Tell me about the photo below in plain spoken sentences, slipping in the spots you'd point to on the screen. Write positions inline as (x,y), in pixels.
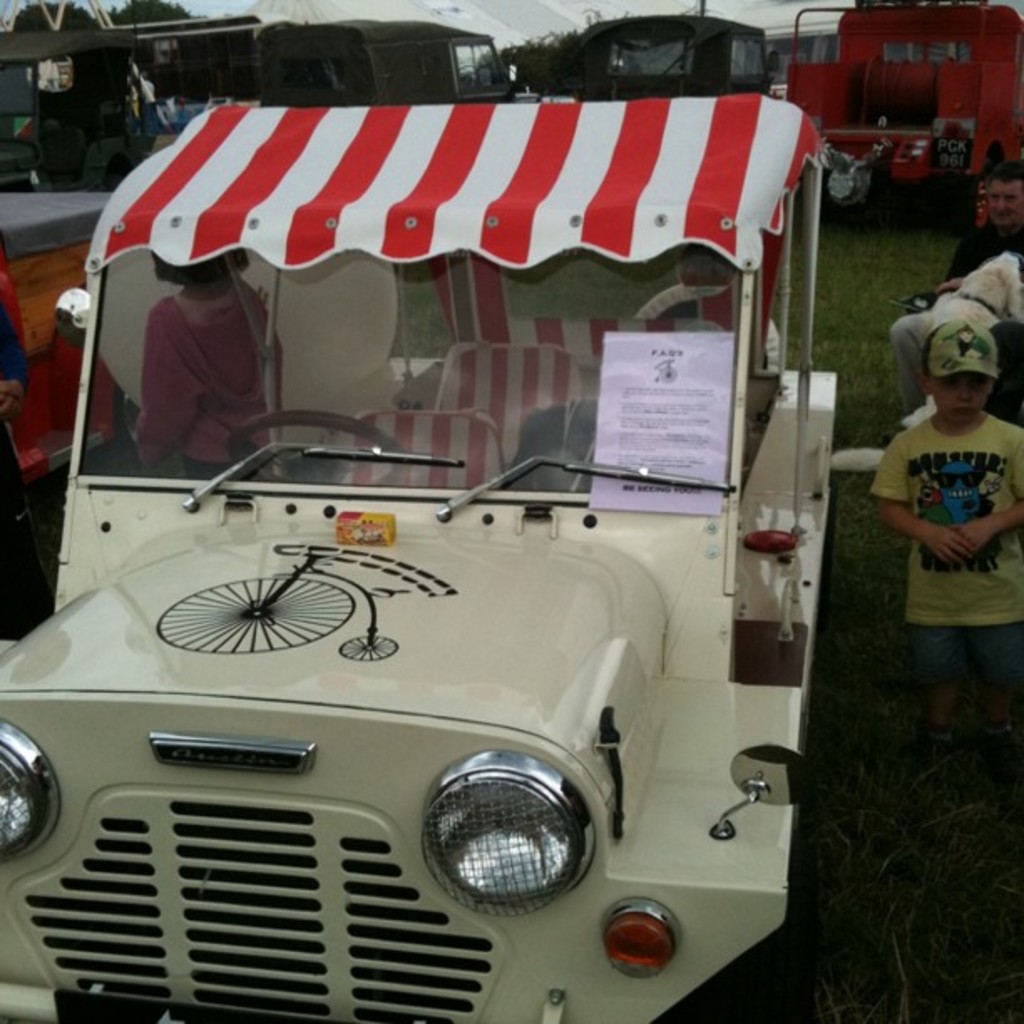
In this image we can see group of vehicles (720,126) parked on the ground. In the foreground (592,844) we can see a vehicle (585,709) with a paper (692,412) and text (654,465) on it. On the right side of the image (960,593) we can see group of people (987,472) and a dog (978,317). On the left side of the image (169,340) we can see some persons (232,417) standing. In the background (537,55), we can see a grass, group of trees (549,46) and the sky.
